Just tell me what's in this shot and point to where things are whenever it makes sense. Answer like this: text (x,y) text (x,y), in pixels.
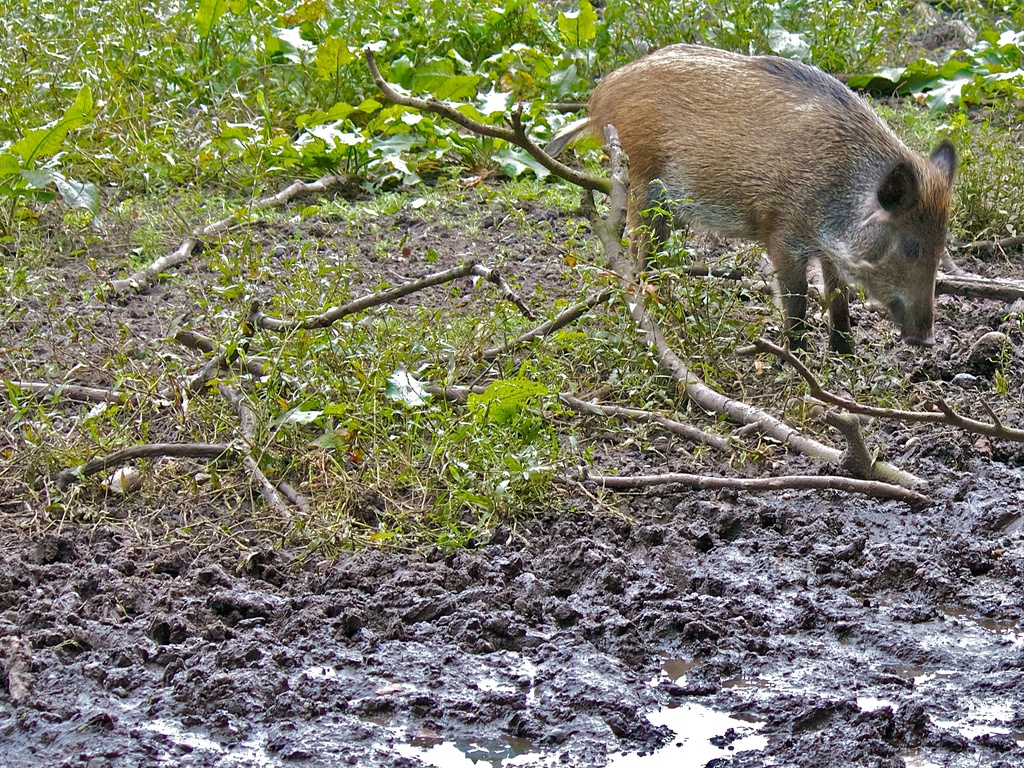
In this image there is a pig (739,100) standing on the land (332,470) having few plants (199,180) and wooden trunks (315,323) are on it.
